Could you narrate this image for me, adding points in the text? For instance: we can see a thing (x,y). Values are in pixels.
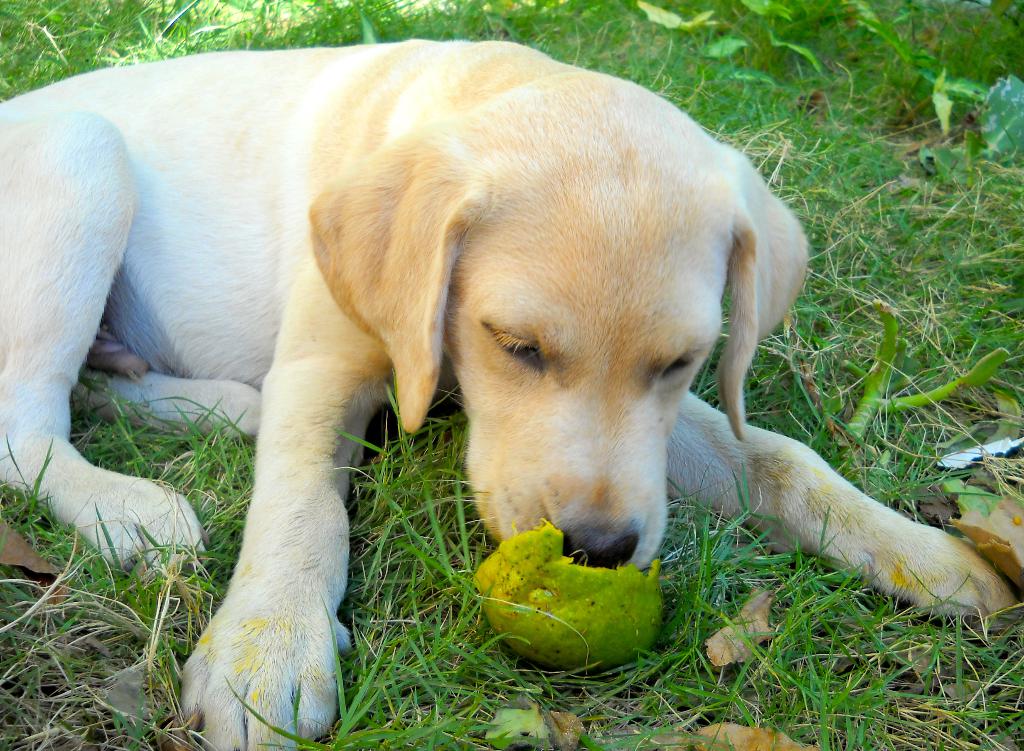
In this image we can see a dog (648,363) on the ground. We can also see some grass (850,172), a fruit (538,624) and some plants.
